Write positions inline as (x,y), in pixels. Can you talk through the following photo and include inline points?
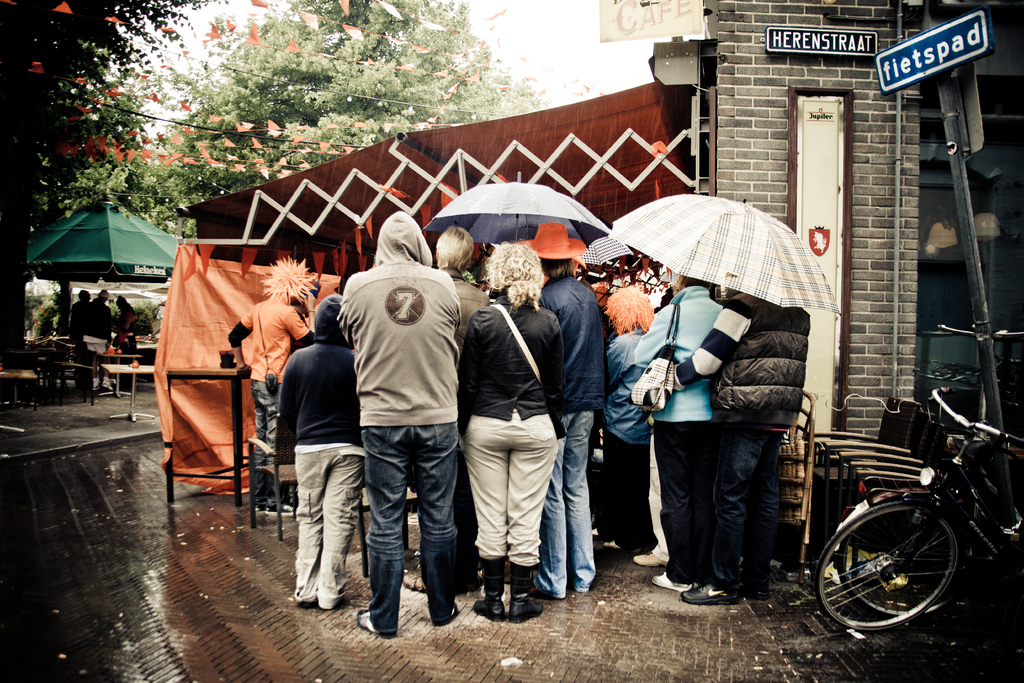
In this picture we can see people (559,571) and a bicycle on the ground (495,623), here we can see tents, umbrellas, name boards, wall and some objects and in the background (409,19) we can see trees (455,96), sky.
